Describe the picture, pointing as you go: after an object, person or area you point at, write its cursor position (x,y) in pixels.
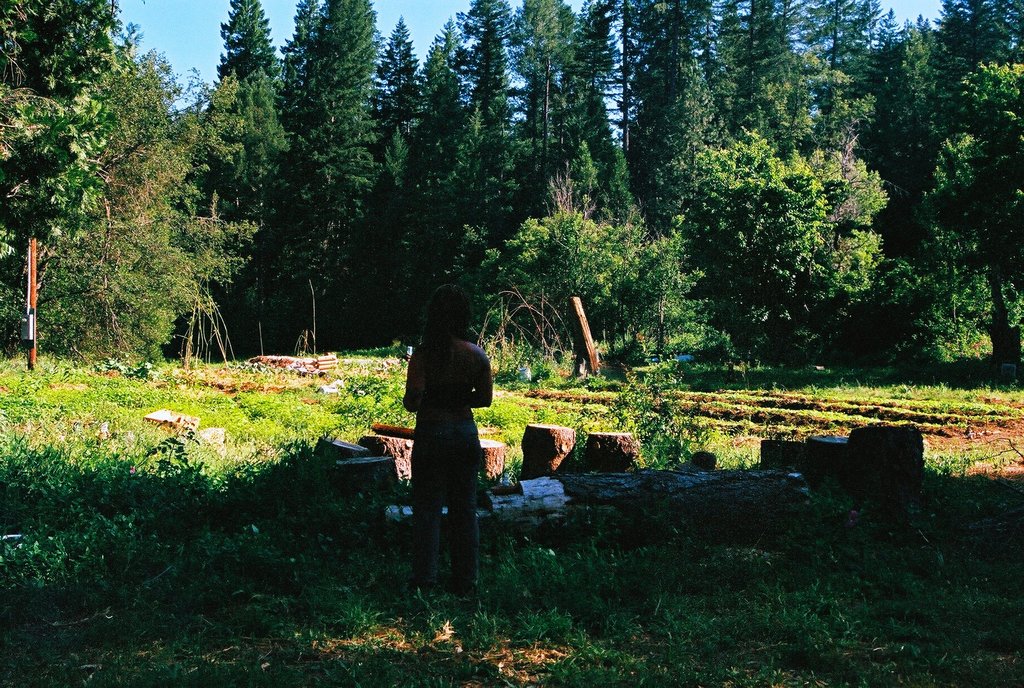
In this image I can see the person (417,464) standing on the grass (381,566). In-front of the person (446,483) I can see the tree trunks (365,475). In the background (251,289) I can see many trees (277,148) and the blue sky (157,40).
